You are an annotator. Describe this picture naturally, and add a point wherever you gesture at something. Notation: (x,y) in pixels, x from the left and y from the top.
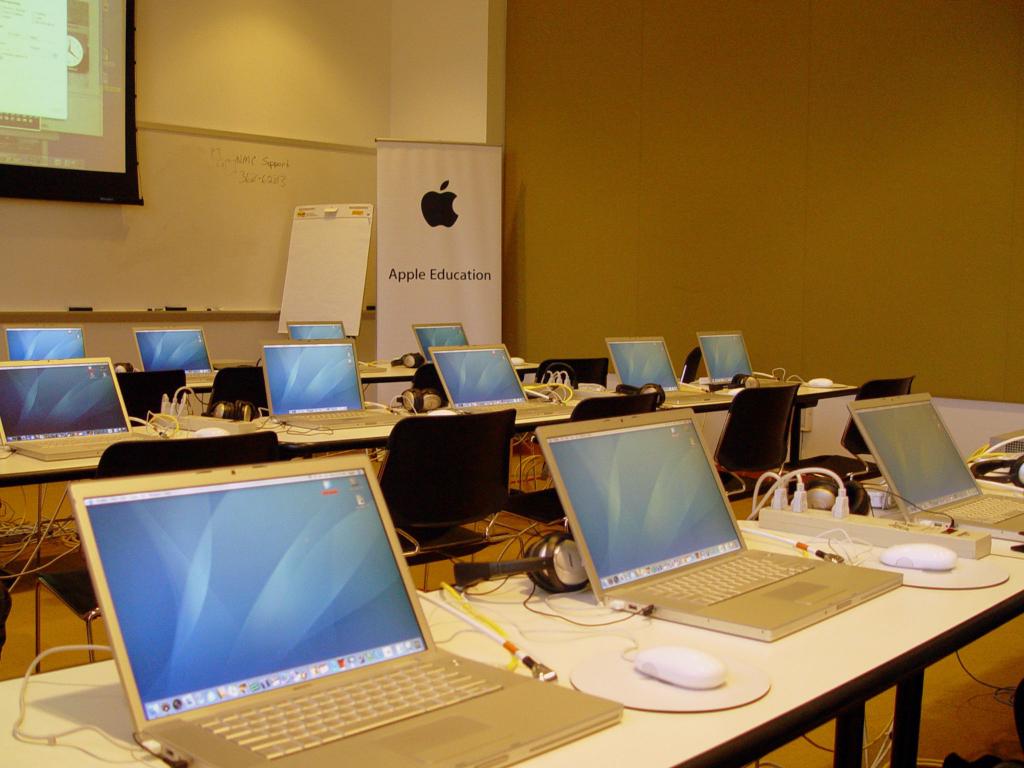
There are many tables (590,742) and chairs (498,443) in this room (413,431). On the table (651,725) there are laptops (326,522), mouses (679,664), mouse pad (969,574), extension board (888,536), wired (845,504), headphones (535,554). In the background (351,116) there is a wall (701,132), a banner (482,178) and a screen (100,110) is over there.
